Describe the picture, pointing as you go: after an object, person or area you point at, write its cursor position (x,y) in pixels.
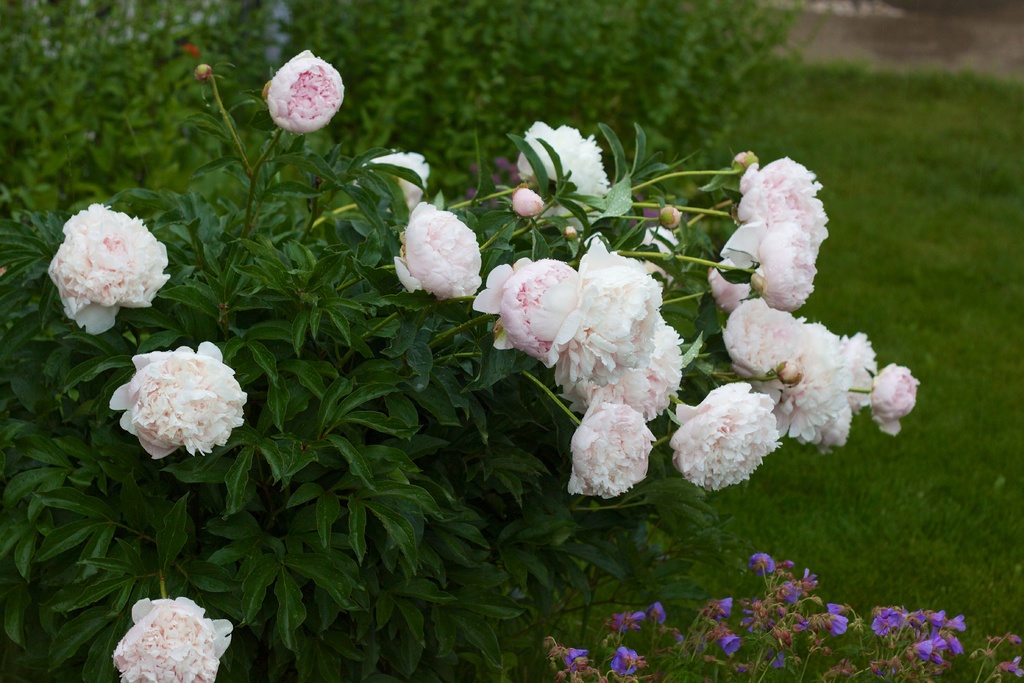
In this image, we can see green grass (937,533) on the ground (876,429), there are some white color flowers (749,347), we can see some green color plants (641,36).
